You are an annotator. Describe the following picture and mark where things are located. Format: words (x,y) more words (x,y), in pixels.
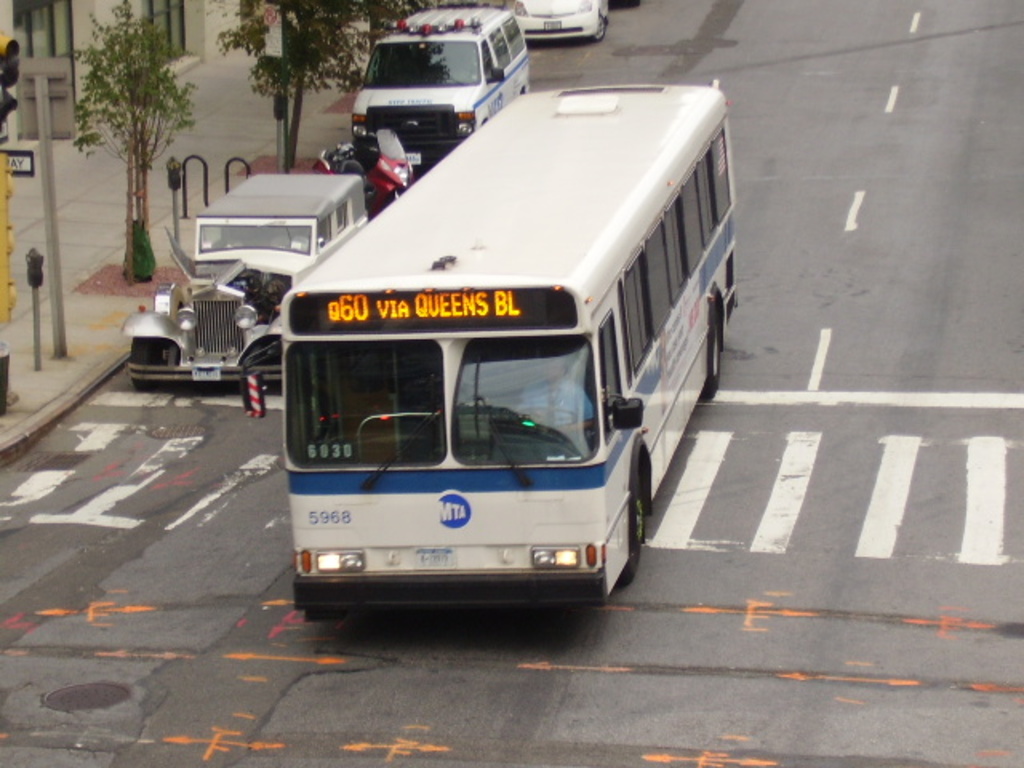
In this picture there is a bus (469,411) in the center of the image (517,395) and there are other vehicles (405,109) behind it, there is a traffic pole (1,190) on the left side of the image (2,47) and there are trees (174,94) and a building (5,32) in the top left side of the image (88,122).
